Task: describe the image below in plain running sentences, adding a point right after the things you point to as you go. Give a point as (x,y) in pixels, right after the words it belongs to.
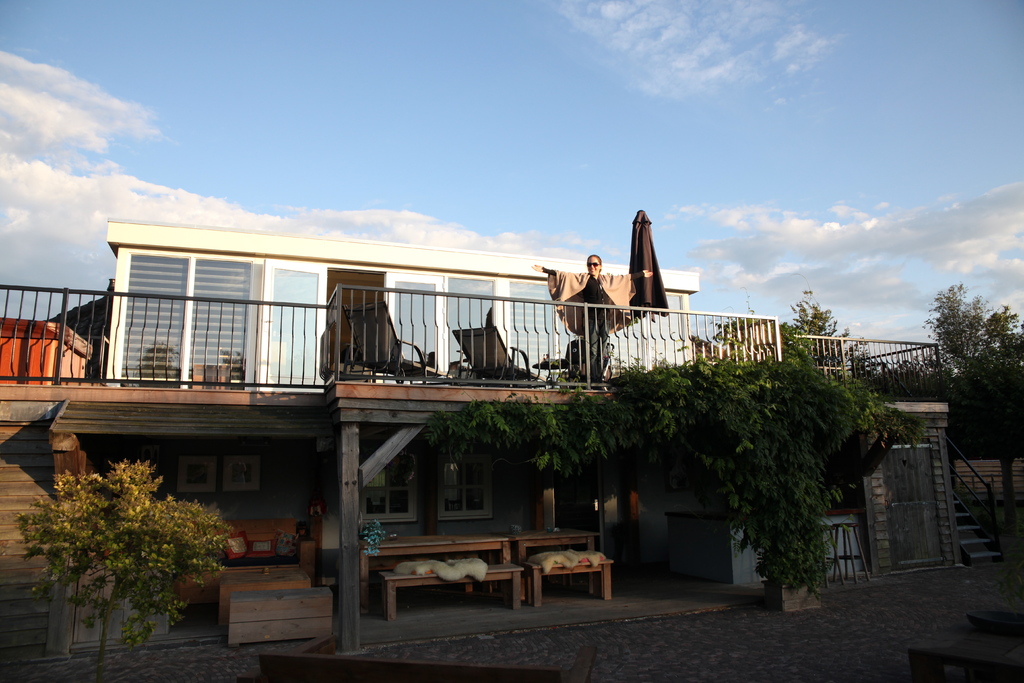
In the foreground of the picture (204,546) there are plants (771,572) and road (444,650). In the center of the picture (351,278) there is a house (479,390), chairs (419,354), cots (389,580), person (595,294), trees (985,364), gate (328,372), windows (225,318) and other objects (25,356). At the top (309,122) it is sky (465,150).
